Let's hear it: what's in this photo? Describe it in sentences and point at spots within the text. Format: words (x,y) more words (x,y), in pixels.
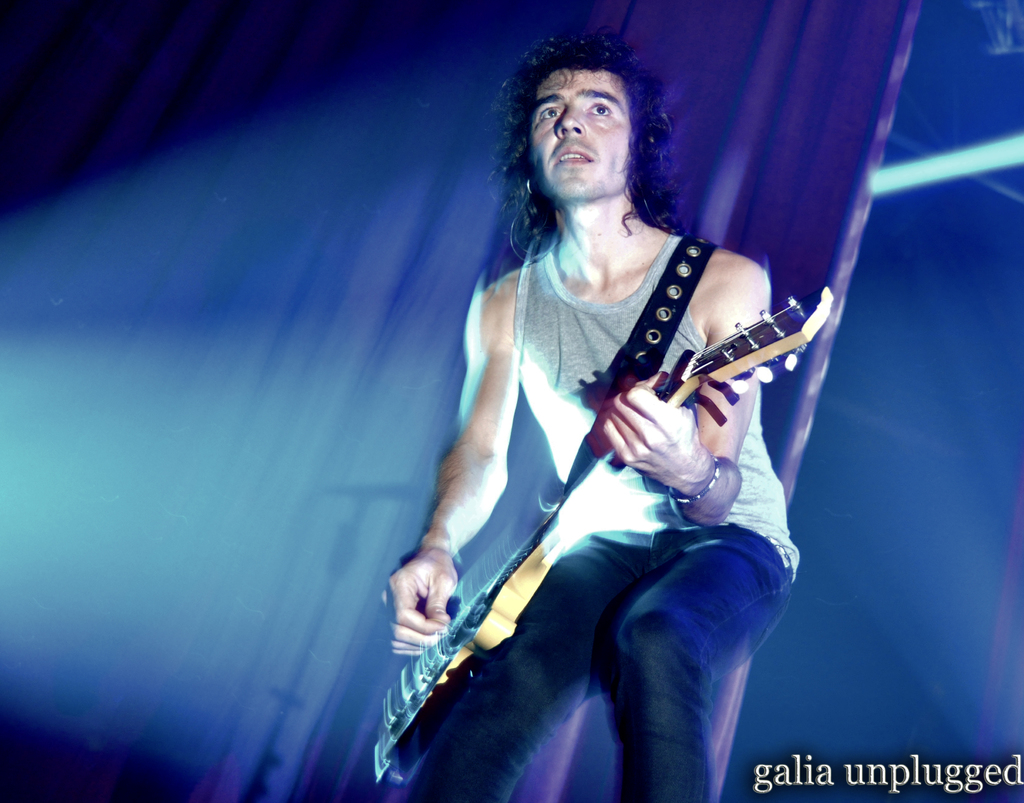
In this image in the center (678,438) there is one man (580,224) who is standing and he is holding a guitar (578,458) and playing, in the background (862,721) there is a wall (829,727) at the bottom of the image (797,764) there is some text (873,765) written.
